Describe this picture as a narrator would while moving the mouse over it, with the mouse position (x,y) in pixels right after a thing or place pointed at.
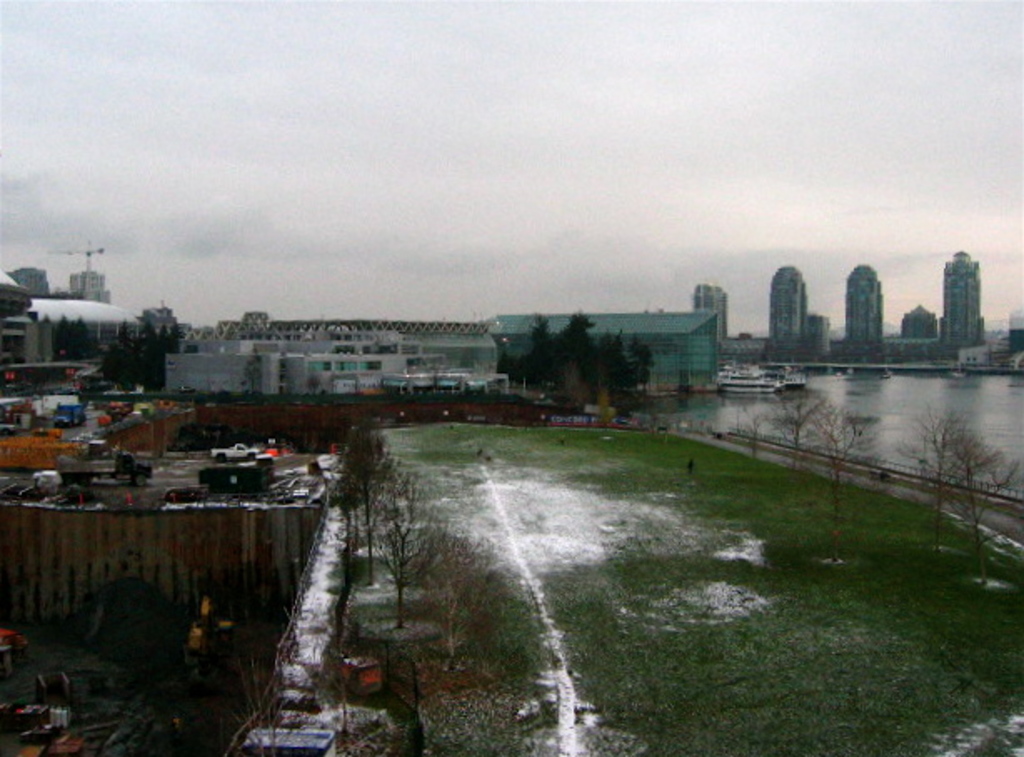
This image is taken outdoors. At the top of the image (384,186) there is the sky (580,229) with clouds (426,140). In the background (860,342) there are many buildings (934,345) and houses (860,342). There are many trees (118,350). On the left side of the image (52,482) many vehicles (74,465) are parked on the ground (144,500). There is a fence (294,623). There are many objects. In the middle of the image (463,488) there is a ground (445,487) with grass (452,457) on it. There is a fence (483,403). There are many trees (423,544). On the right side of the image (870,403) there is a river (901,397) with water (818,405) and there are a few boats (799,371) on the river (829,388).
